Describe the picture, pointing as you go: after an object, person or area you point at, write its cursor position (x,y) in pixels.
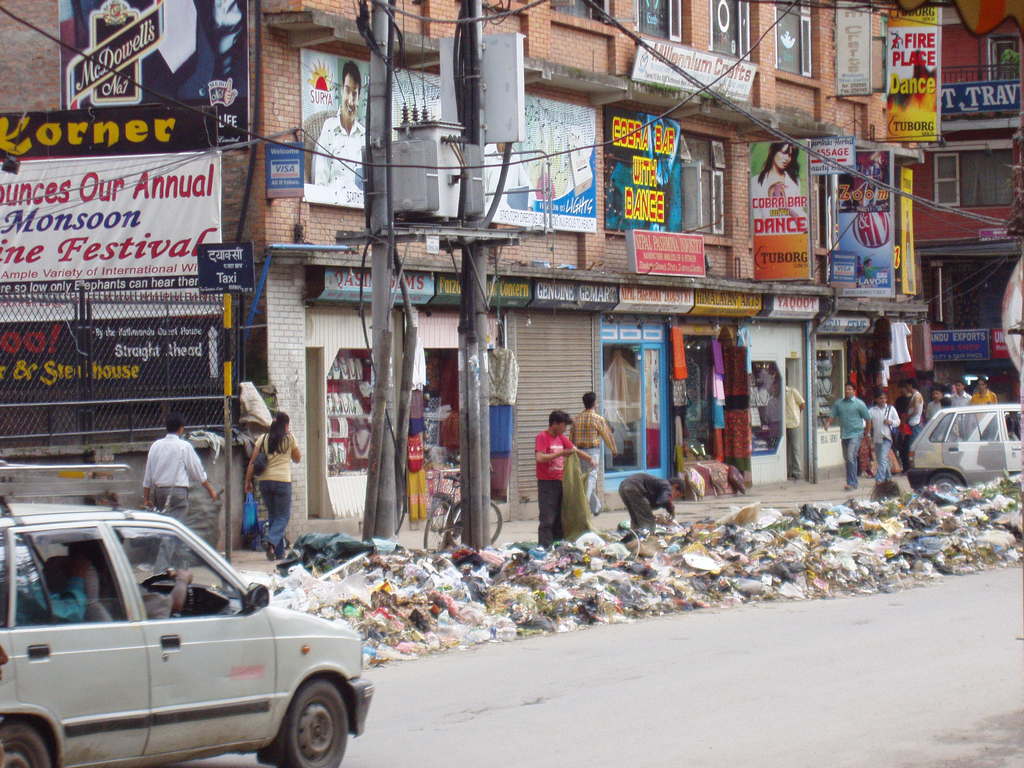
In this image we can see a person (169,537) riding a car (237,589) on the road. Here we can see the garbage (705,551) on the side of the road (985,564). Here we can see a few people (590,396) walking on the side of the road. Here we can see the buildings (709,139). Here we can see the banners (902,70) and hoardings (892,36) on the wall (590,51) of the buildings (882,71).
